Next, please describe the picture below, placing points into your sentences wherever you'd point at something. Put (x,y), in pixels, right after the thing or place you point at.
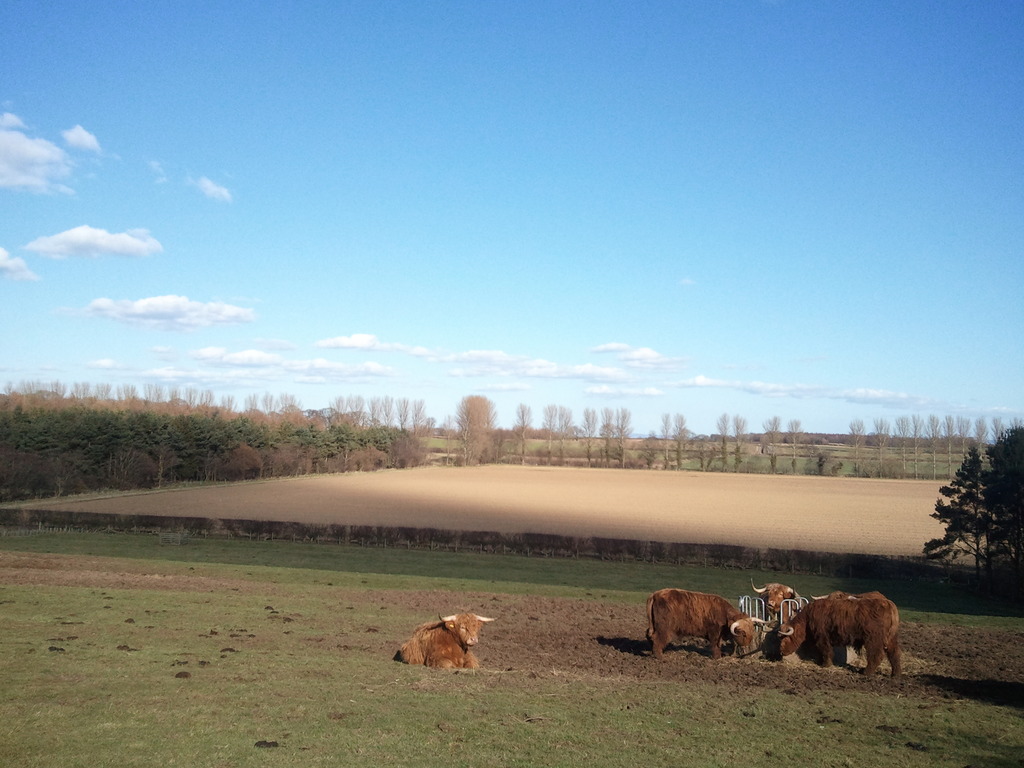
In the picture we can see a grass surface (348,642) on it, we can see a bull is sitting and some bulls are eating from a feeder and behind it, we can see a huge soil surface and around it we can see trees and in the background (217,39) we can see some hills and the sky (124,346) with clouds (105,368).
